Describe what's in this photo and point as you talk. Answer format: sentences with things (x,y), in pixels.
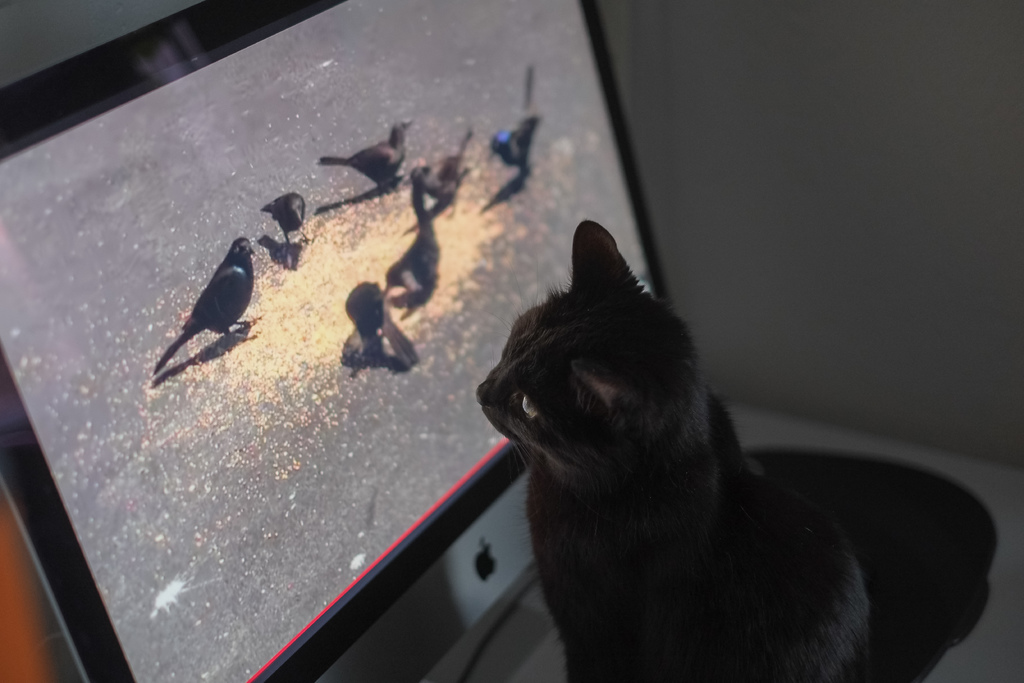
In this image we can see the cat (760,589) sitting on the table (907,561) and in front of the cat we can see the T. V (281,323) with screen (272,239) and there are birds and some food items (333,315) in it.
